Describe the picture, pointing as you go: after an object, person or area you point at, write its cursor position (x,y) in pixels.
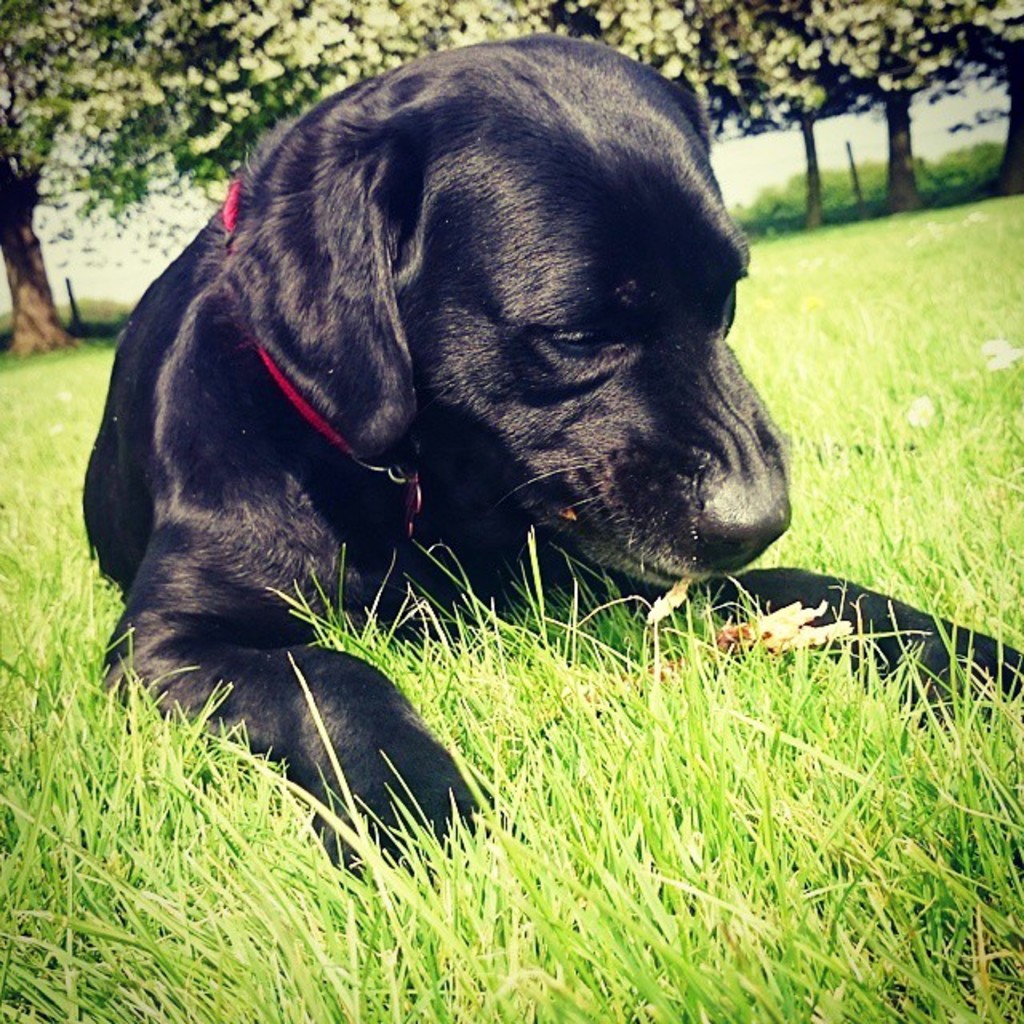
In this image we can see black color dog (318,372) which has red color collar (390,478) which is resting on the ground (501,781) there is grass (851,455) and in the background of the image (838,36) there are some trees (863,60).
